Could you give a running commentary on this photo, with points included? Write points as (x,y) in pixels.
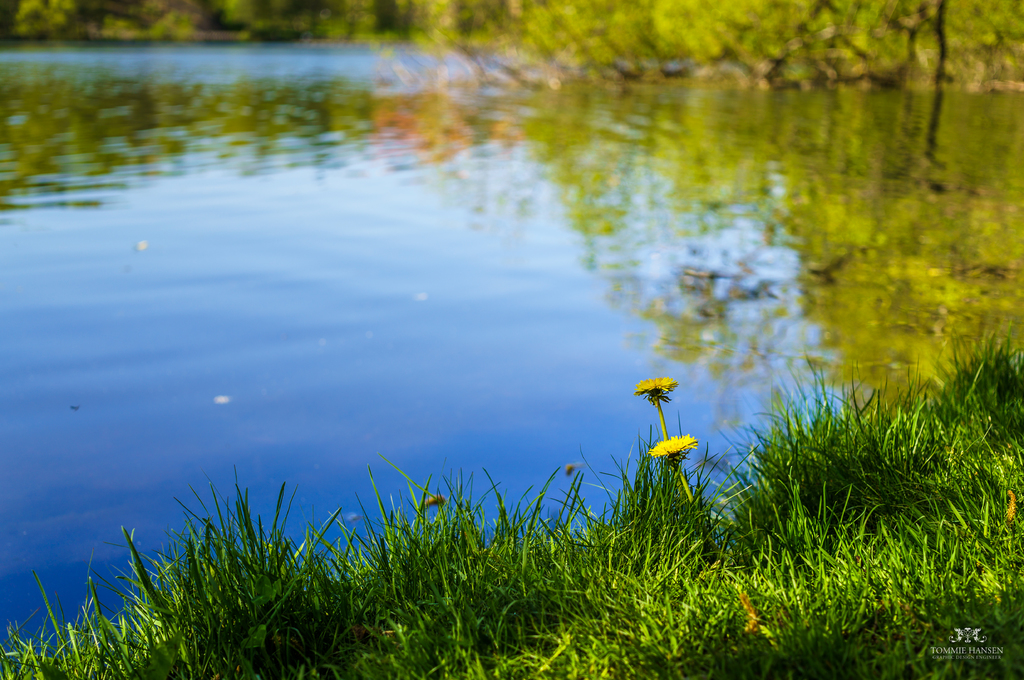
In this image we can see some grass (610,552), there are some flowers (661,418) which are in yellow color and in the background of the image (323,169) there is water (342,153), there are some trees (551,23).
